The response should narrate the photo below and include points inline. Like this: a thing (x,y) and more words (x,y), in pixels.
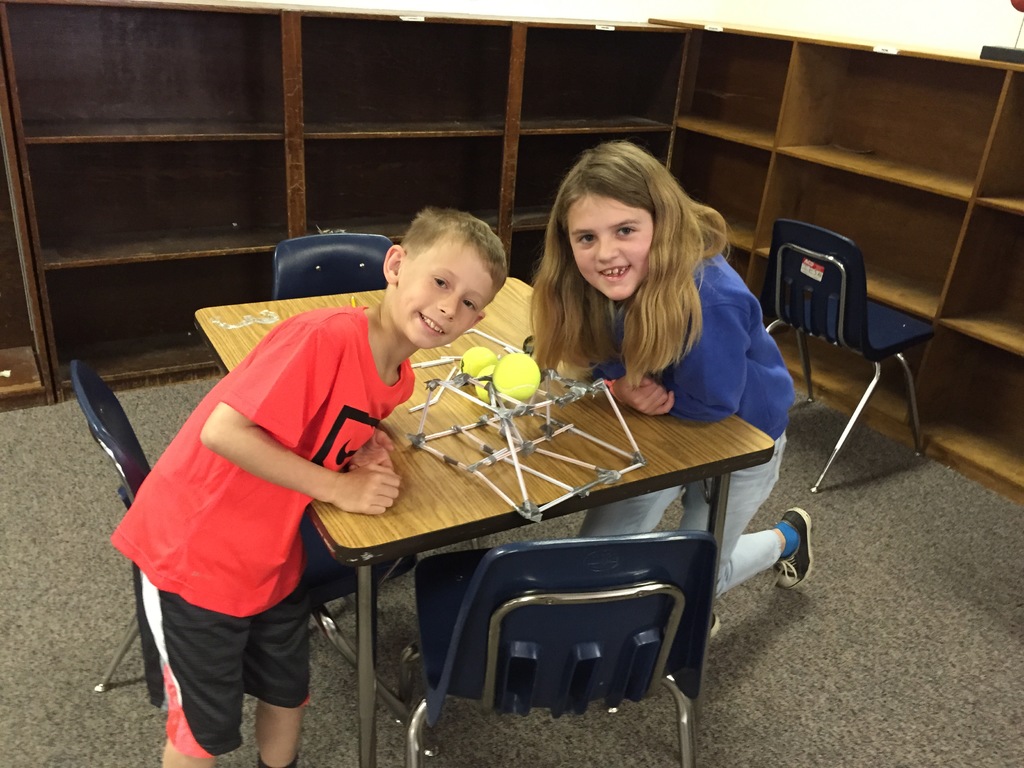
This image is clicked inside the room (822,636). There are two persons (214,410) in this image. In the middle (580,496) there is a table (537,419) on which toy (507,436) is kept. To the left (202,581), the boy (202,581) is wearing red t-shirt (246,563). To the right (727,343), the girl (728,364) is wearing blue t-shirt (744,376). In the background (1014,168), there are wooden racks (500,100).
